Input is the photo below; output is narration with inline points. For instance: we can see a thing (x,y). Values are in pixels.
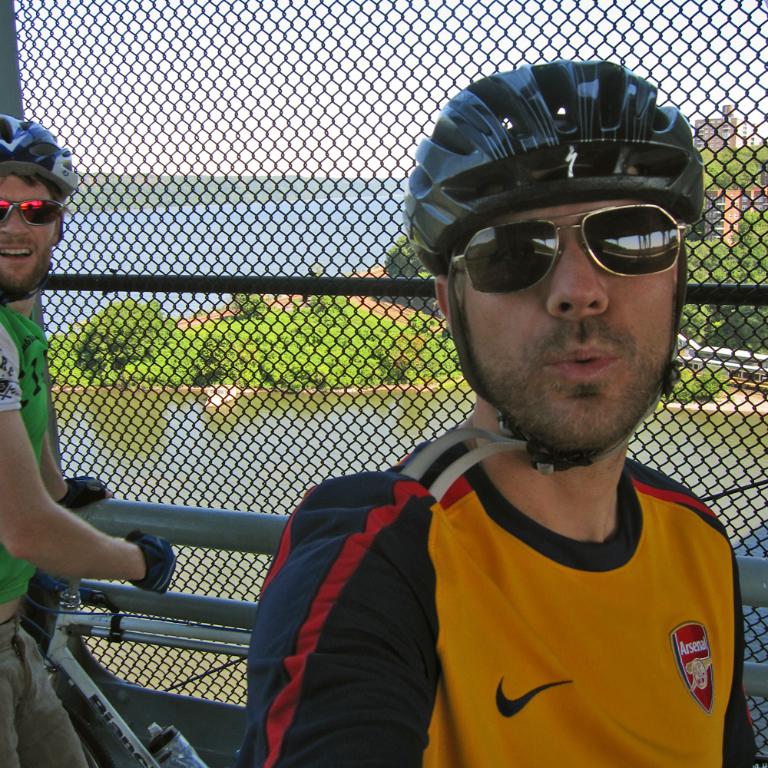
In this picture we can see there are two people (9,437) with the goggles (485,262) and helmets (434,262). A person (36,549) is holding an iron rod (155,504). Behind the people (32,360) there is the fence (148,134), a lake (275,221), trees (224,375), buildings (726,218) and the sky (224,85).
